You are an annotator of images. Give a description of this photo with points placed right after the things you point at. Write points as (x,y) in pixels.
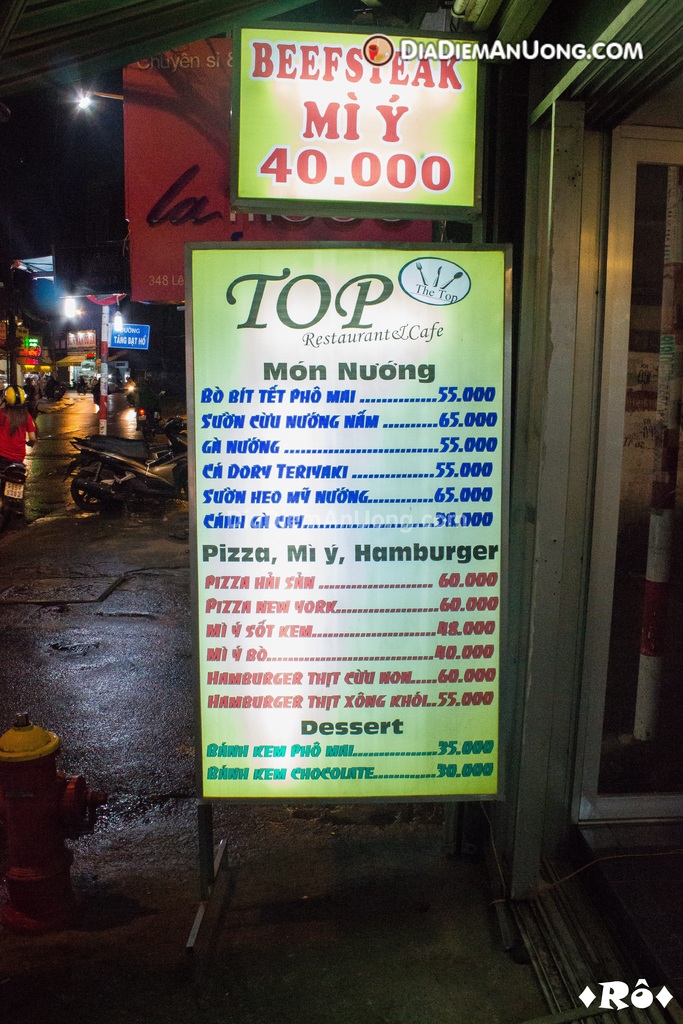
In this image we can see the boards (298,264) with some text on it, there are some vehicles (72,467), lights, people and poles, also we can see a hydrant (43,824) and a door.
